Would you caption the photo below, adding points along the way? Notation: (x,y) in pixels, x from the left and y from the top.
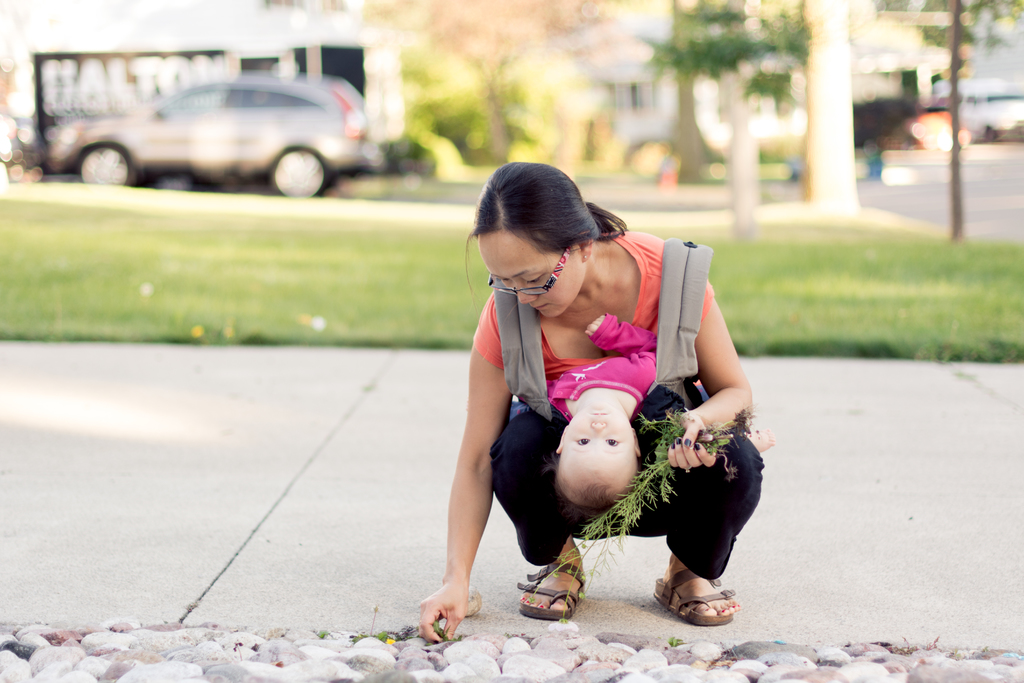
In this picture I can see a person (630,291) in a squat position is carrying a baby (630,452) and holding the leaves (659,433), there are stones (172,658), and in the background (151,202) there is grass (151,202), houses (285,38), trees (409,38), vehicles (47,106) on the road (995,144).
